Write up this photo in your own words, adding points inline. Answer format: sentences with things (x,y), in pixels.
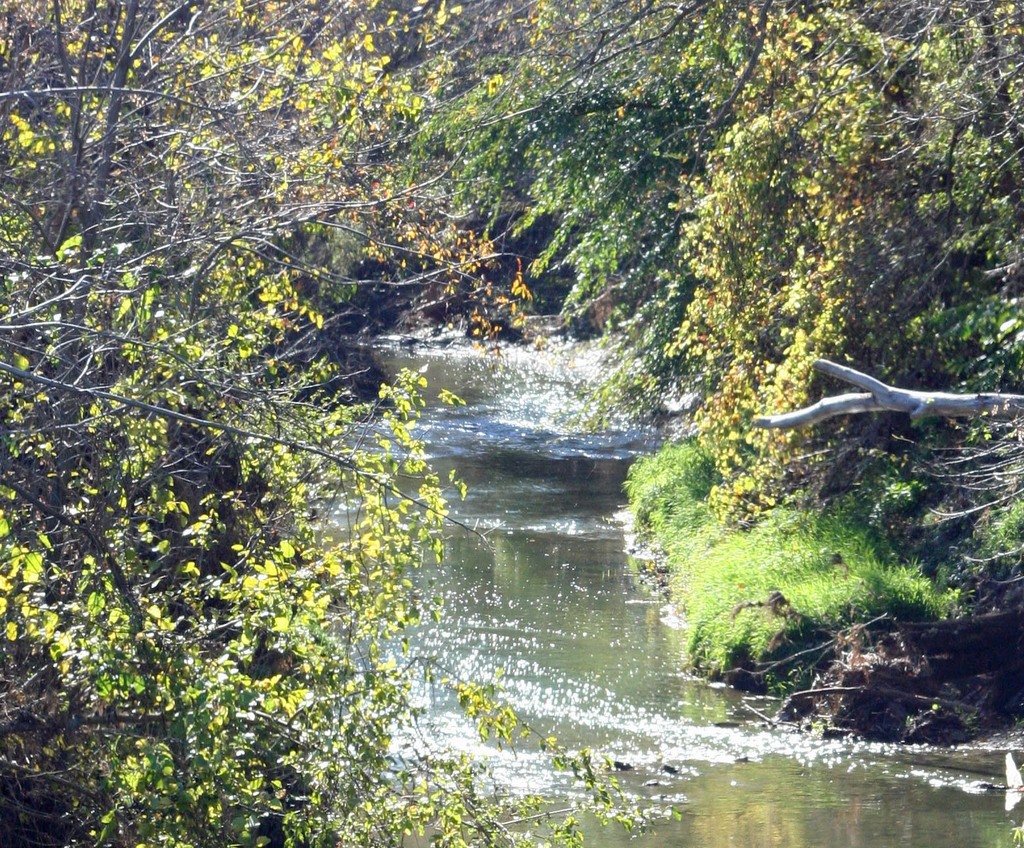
In this image we can see water (560,414) and there are some trees (615,170) on left (184,163) and right side of the image (828,271).
